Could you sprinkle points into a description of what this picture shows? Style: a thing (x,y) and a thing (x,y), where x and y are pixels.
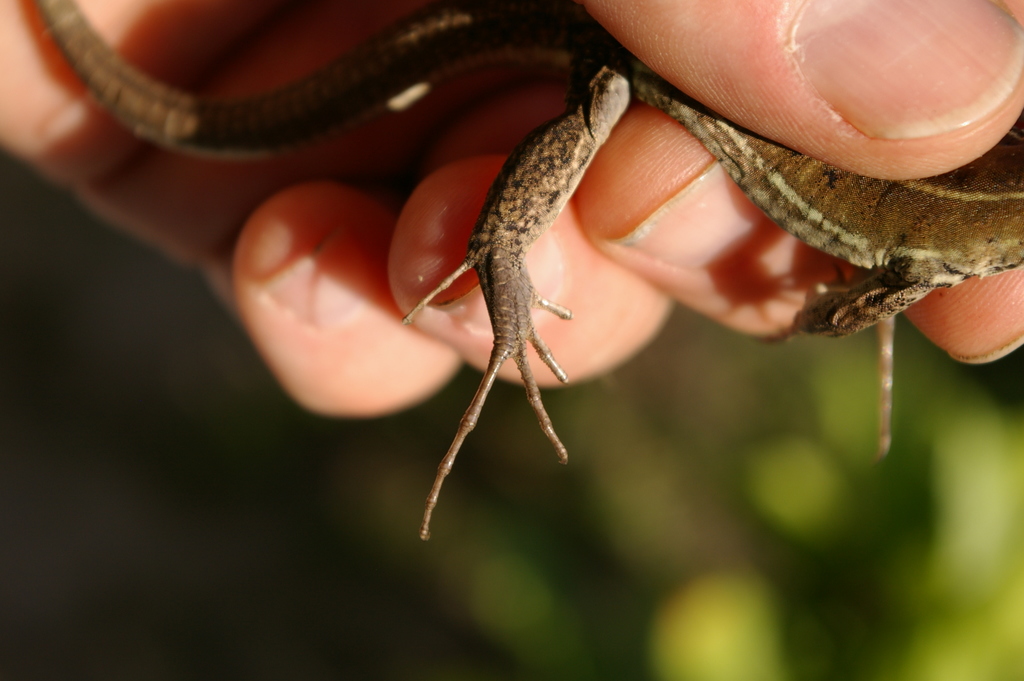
There is a reptile (830,214) in a hand (442,251) in the foreground area of the image (551,259) and the background (346,448) is blur.
